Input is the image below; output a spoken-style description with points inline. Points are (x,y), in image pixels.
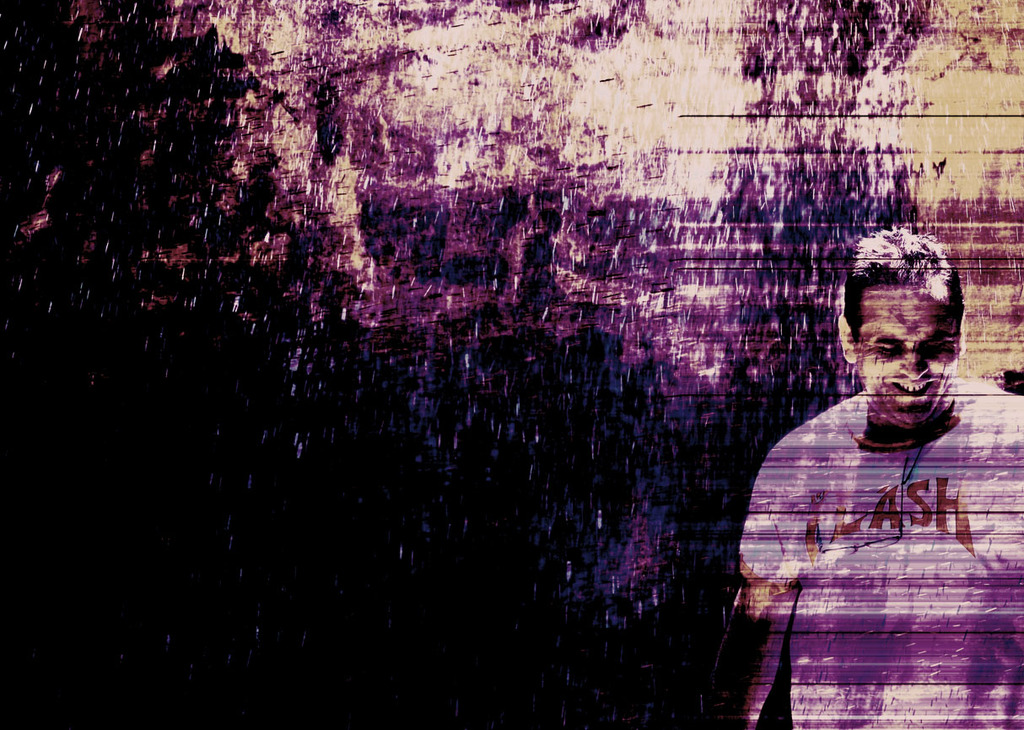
In this image we can see a man (912,329) is standing, and smiling, he is wearing the white t-shirt (794,683), the background (198,31) is dark.
